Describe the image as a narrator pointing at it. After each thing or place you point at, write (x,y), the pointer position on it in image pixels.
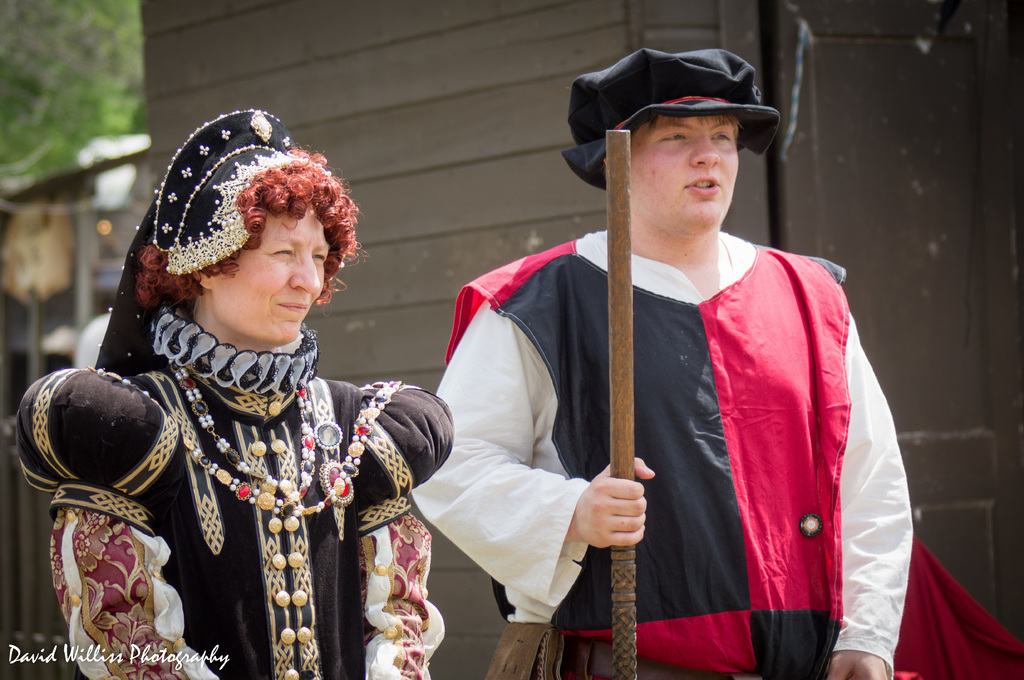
In this image we can see a man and a woman (352,433) standing wearing the costume (366,406). In that a man (605,449) is holding a wooden stick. On the backside (852,161) we can see a cloth (948,608), wall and a door (912,334).
